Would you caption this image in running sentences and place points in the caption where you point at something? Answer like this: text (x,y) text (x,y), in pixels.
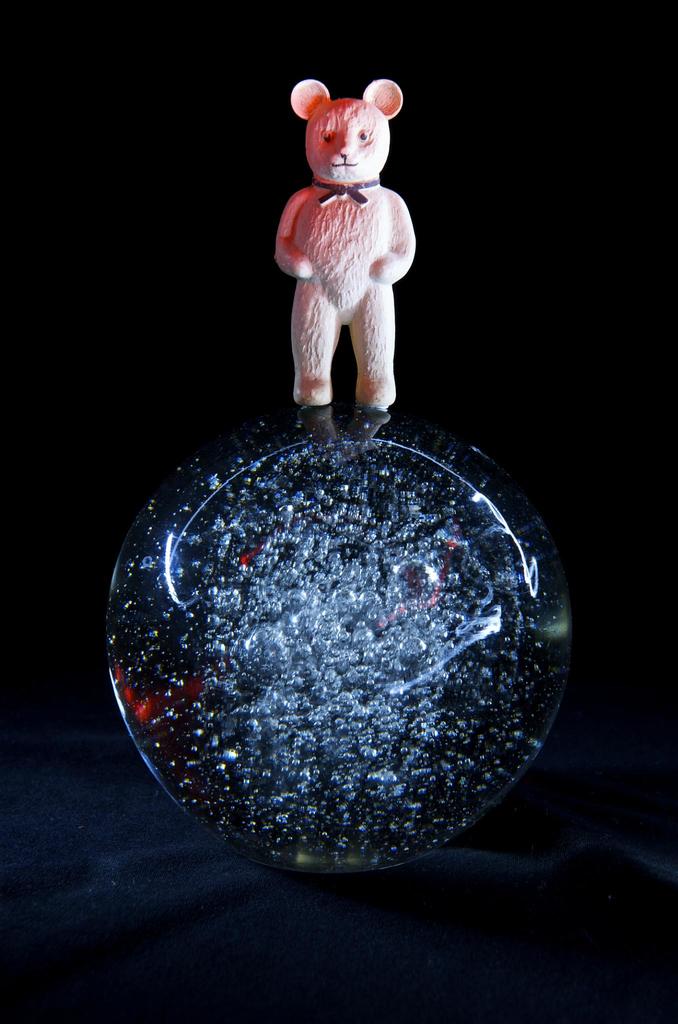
In the center of the image (312,412) there is a doll (294,355) on the crystal (218,451).
